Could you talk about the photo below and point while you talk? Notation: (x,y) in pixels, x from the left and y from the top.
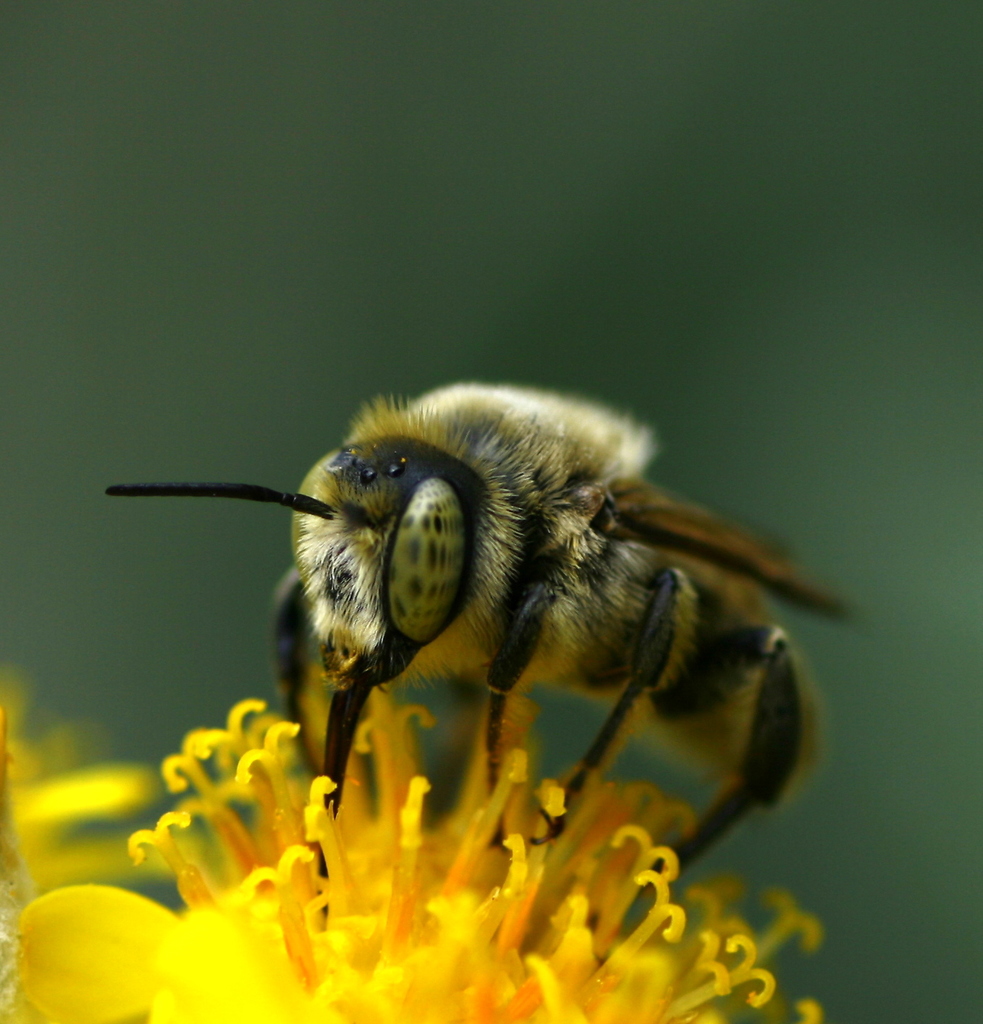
In this image I can see yellow colour buds (395,844). here I can see an insect (475,624) and I can see colour of this insect (447,585) is grey and black. I can also see this image is blurry from background (350,30).
